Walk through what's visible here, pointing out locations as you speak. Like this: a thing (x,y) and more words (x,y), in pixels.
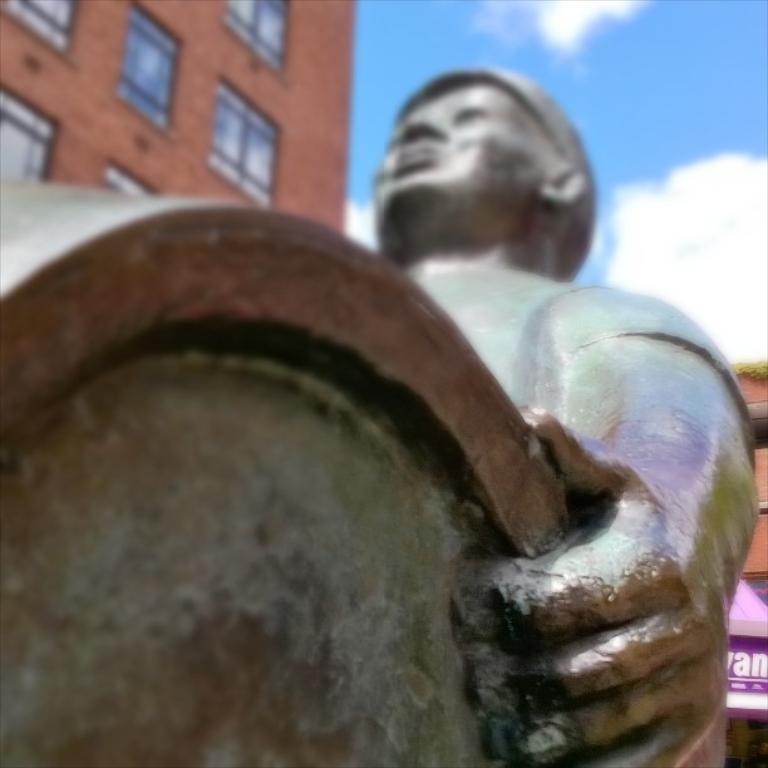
This picture is clicked outside. In the foreground (355,423) we can see the sculpture (457,190) of a person (620,552) holding some object (379,335). In the background (585,43) we can see the sky (356,50), buildings (138,59) and some other items (753,633).
